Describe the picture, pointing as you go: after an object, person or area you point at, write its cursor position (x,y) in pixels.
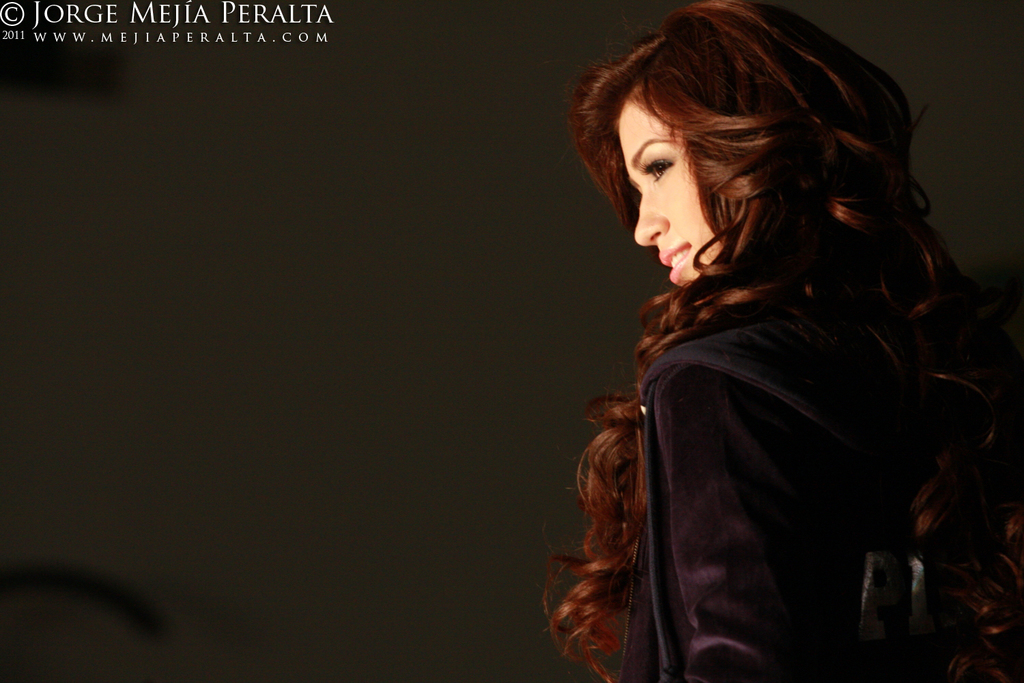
On the right side of the image (751,451) there is a woman (686,305). At the top left corner (7,6) there is text (139,35).
